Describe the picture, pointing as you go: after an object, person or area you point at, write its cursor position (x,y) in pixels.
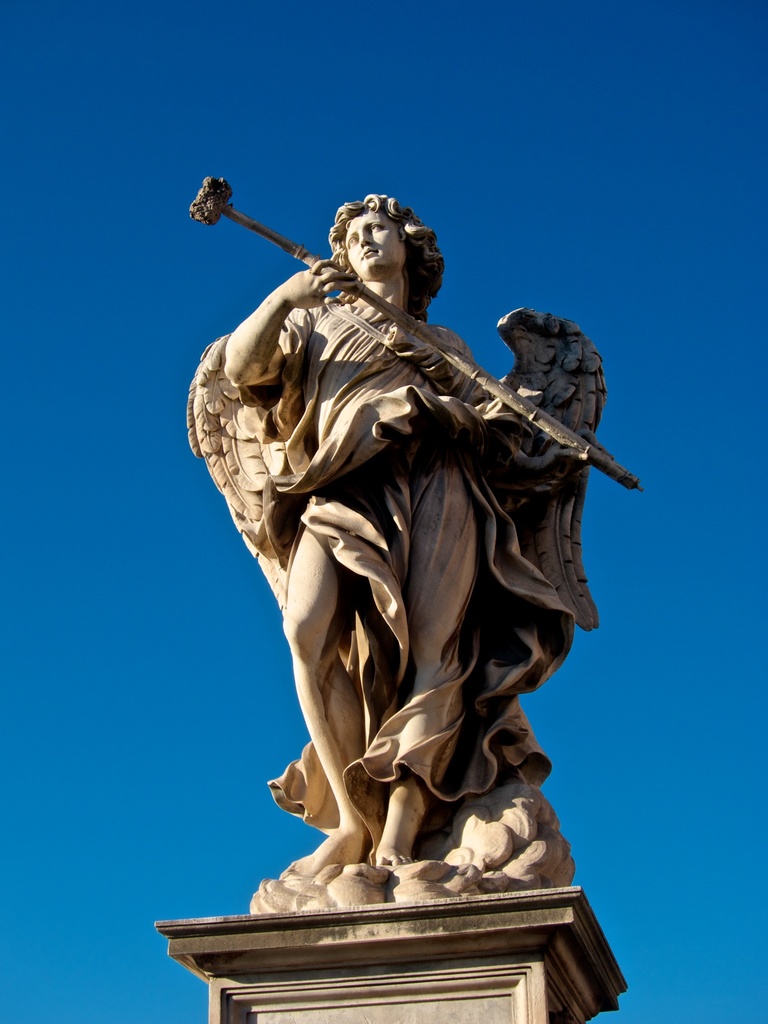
In this picture there is a statue (409,365) in the center of the image (313,626).
